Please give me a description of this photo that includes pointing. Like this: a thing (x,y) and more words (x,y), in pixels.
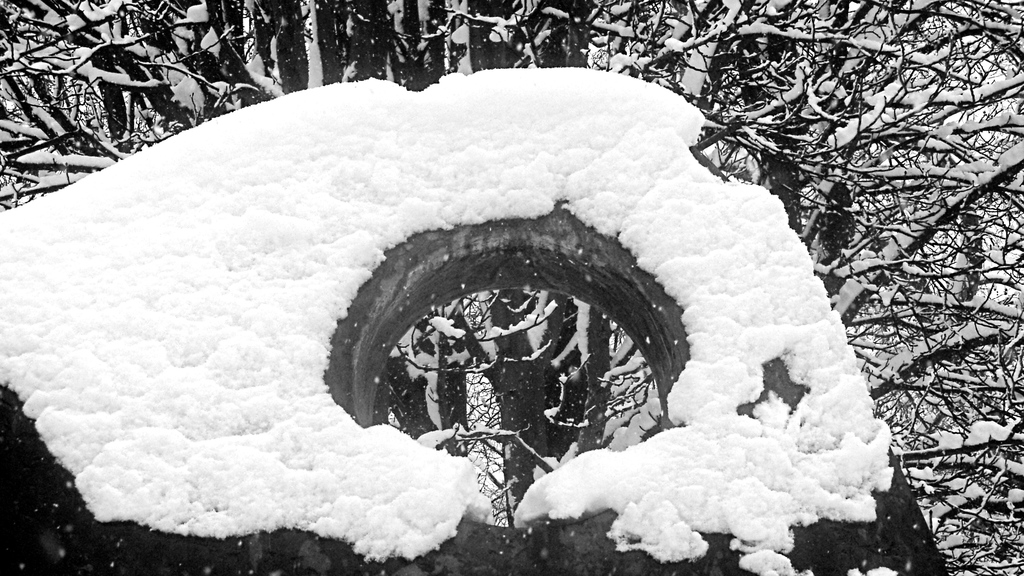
In this image we can see a wall (699,386) covered with snow (198,377). In the background (1000,231), we can see some trees (427,41).
